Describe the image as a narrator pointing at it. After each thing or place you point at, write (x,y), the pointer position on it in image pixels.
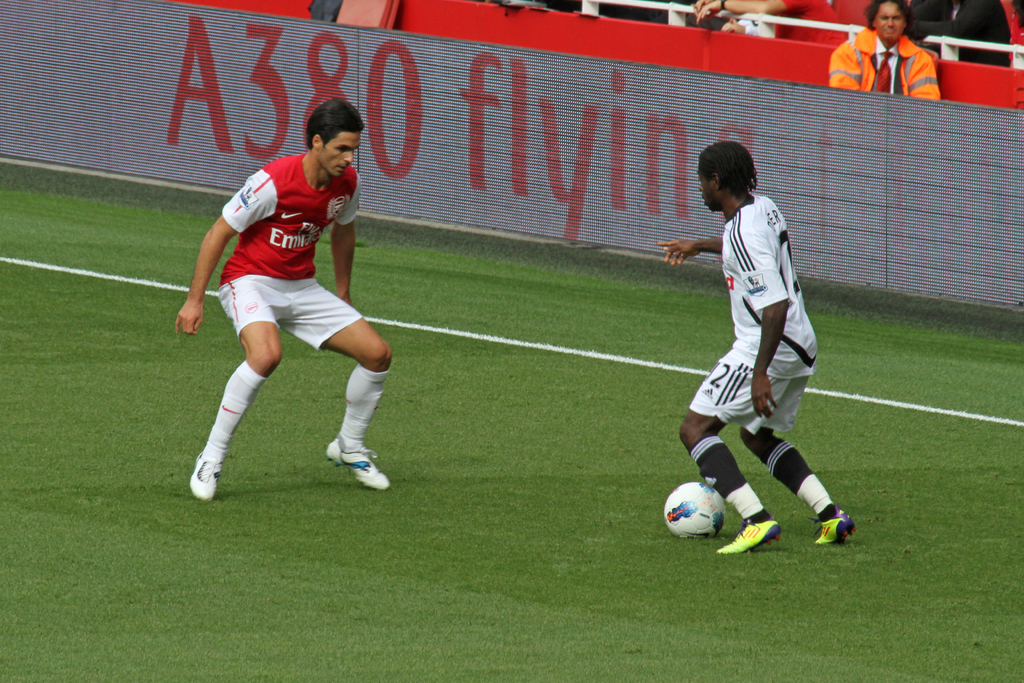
In this image in the front (403,533) there grass (480,600) on the ground (447,411). In the center (381,384) there are persons (296,242) playing and there is a ball (697,519) on the ground (628,495). In the background (435,64) there is a board (421,106) with some text (513,133) and numbers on it and there are persons (786,26) standing and sitting.
